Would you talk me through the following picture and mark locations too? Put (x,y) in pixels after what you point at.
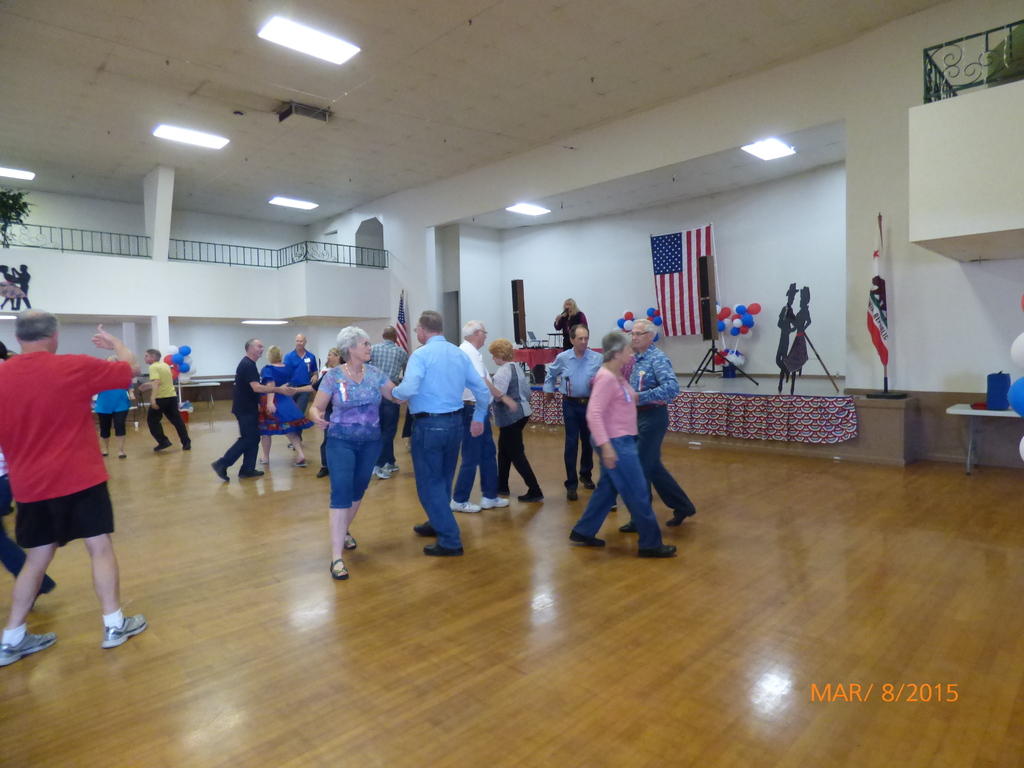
In this picture we can see the group of men and women (429,458) dancing and the big hall (169,440). Behind we can see white color wall (496,290) and a stage (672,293) decorated with American flag (670,242) and blue, red color balloons (729,322). Above on the ceiling (667,58) we can see some light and wooden flooring (224,607) in the ground (218,592).
